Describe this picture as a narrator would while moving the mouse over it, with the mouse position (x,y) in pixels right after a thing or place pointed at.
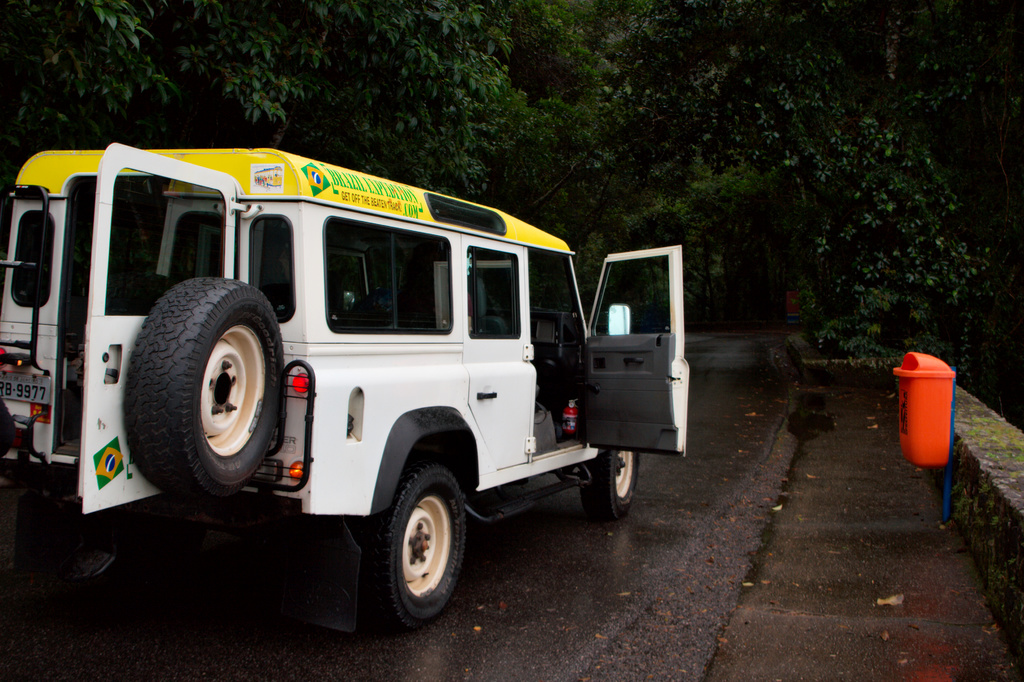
On the left side (211,281), there is a vehicle (637,410) which is having doors (598,419) opened on the road (699,468). On the right side (937,414), there is an orange color dustbin (940,399) attached to a pole (952,449). Beside this pole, there is a wall (974,436). In the background (975,193), there are trees (640,90).
